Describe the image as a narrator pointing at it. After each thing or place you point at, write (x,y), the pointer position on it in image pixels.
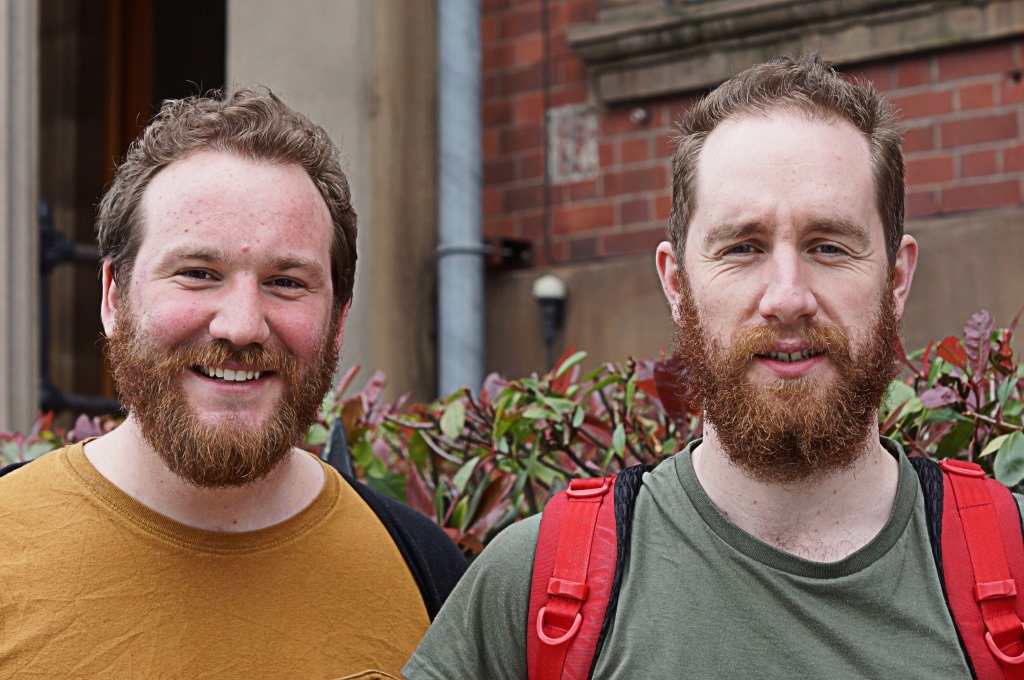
This picture is clicked outside. In the foreground (671,568) we can see the two men (829,549) wearing t-shirts (871,596) and backpacks (591,534) and seems to be standing. In the background (578,438) we can see the plants (539,409), building (505,88), metal rod (465,88) and the wall (581,171) of a building (593,174).
